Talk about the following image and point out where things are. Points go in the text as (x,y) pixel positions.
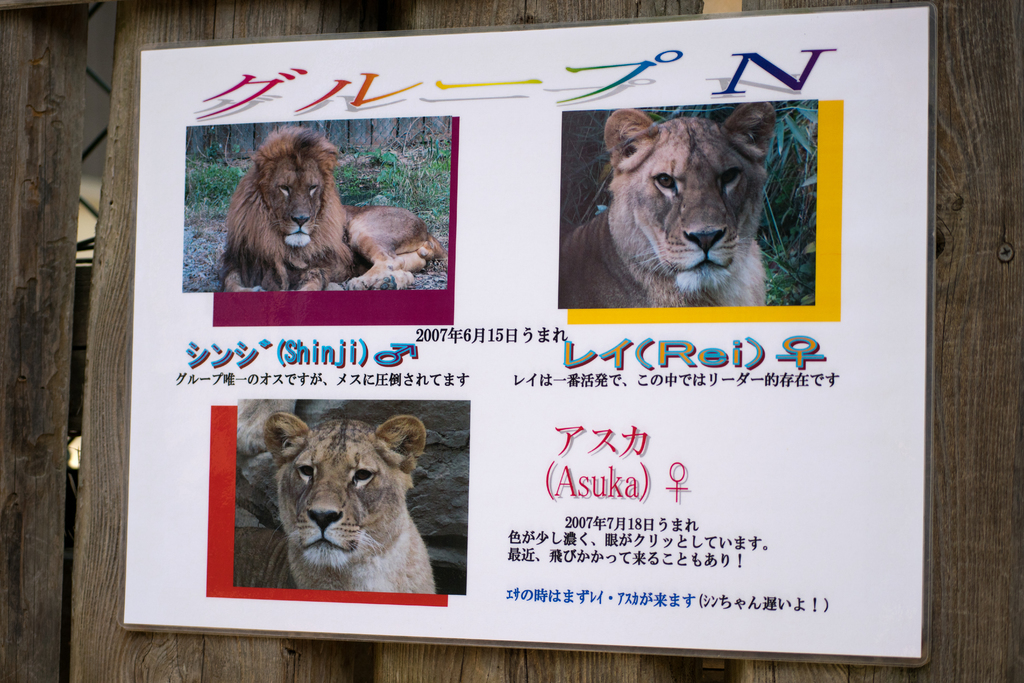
In this picture there is a poster (590,242) on the wooden railing (65,206) and there are pictures (413,158) of a lions (258,284) and trees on the poster (385,456) and there is a text (608,598) on the poster (503,301).
